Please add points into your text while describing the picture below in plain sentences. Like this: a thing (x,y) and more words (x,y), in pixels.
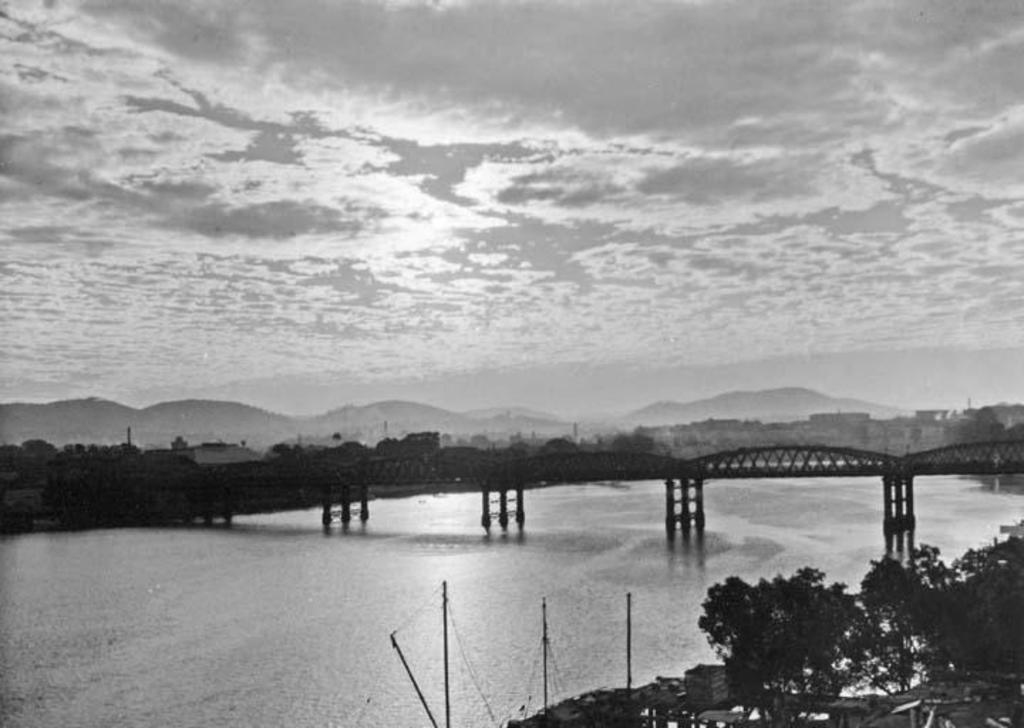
In this picture we can see a bridge (667,502), under this bridge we can see water (309,569), here we can see buildings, trees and some objects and in the background (1017,63) we can see mountains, sky (963,238).
